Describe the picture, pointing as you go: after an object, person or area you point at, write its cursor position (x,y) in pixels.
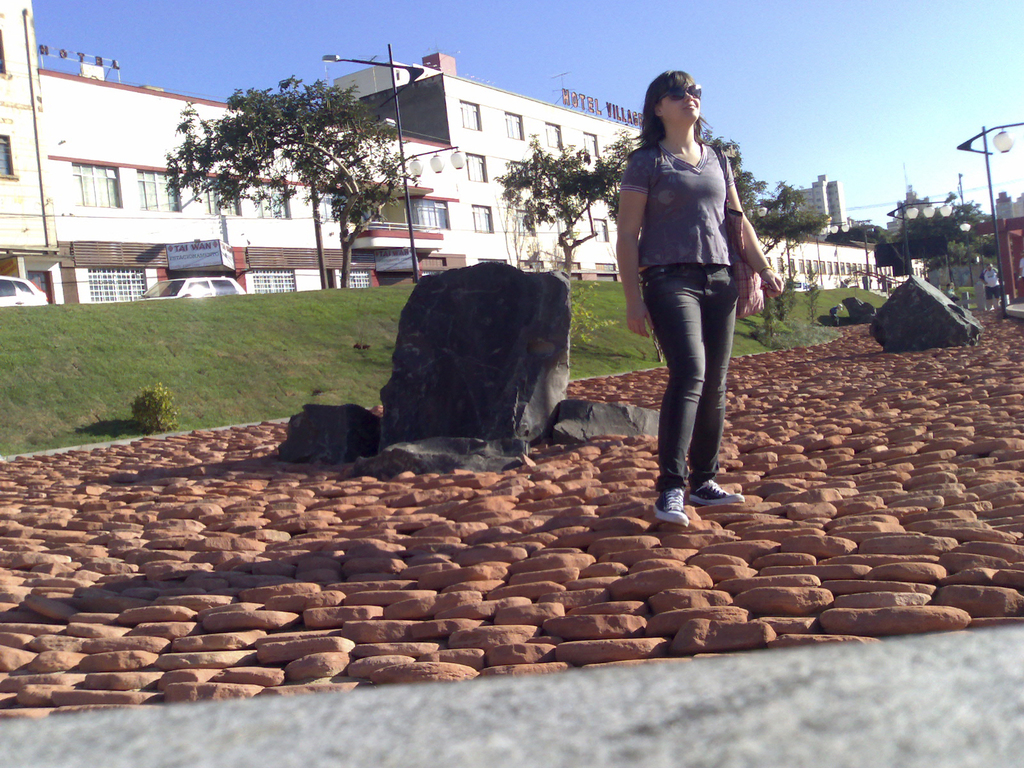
This image is taken outdoors. At the bottom of the image (157,573) there are many stones (318,531) on the ground (755,578) and there are a few rocks (911,334). At the top of the image (242,28) there is a sky (847,67). In the middle of the image (665,409) a woman (655,286) is standing on the stones (644,536). In the background (494,247) there are a few buildings (425,236) and trees (569,160). A few cars (14,288) are parked on the road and there are a few poles (991,187) with street lights (988,167).
